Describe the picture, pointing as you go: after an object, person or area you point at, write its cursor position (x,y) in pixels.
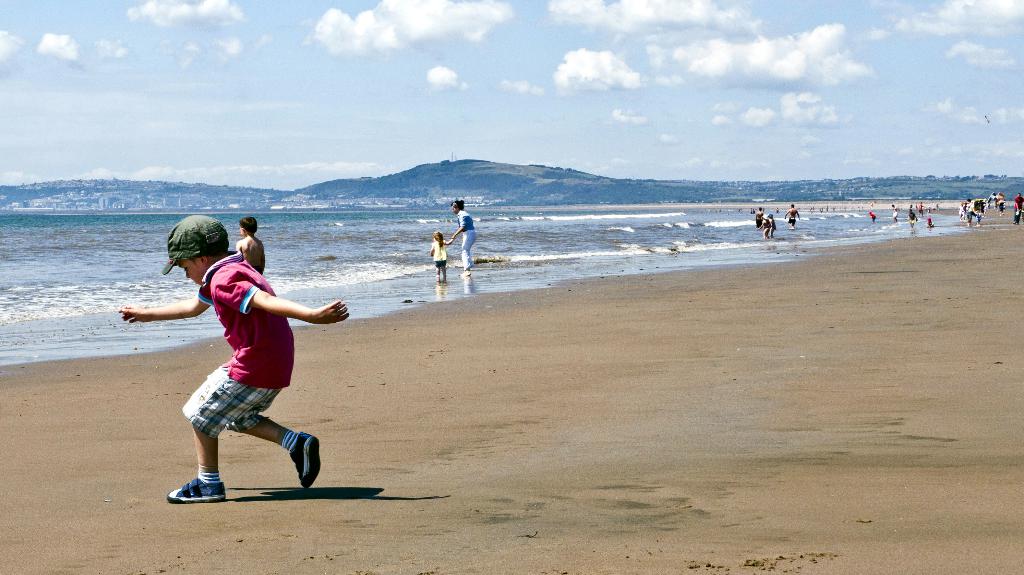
In this image I can see the group of people (246,309) with different color dresses (263,331). I can see one person (194,232) with the cap (172,243). In-front of these people (240,270) I can see the water (37,259). In the background (382,79) I can see the mountains (383,189), clouds (586,58) and the sky (351,114).
